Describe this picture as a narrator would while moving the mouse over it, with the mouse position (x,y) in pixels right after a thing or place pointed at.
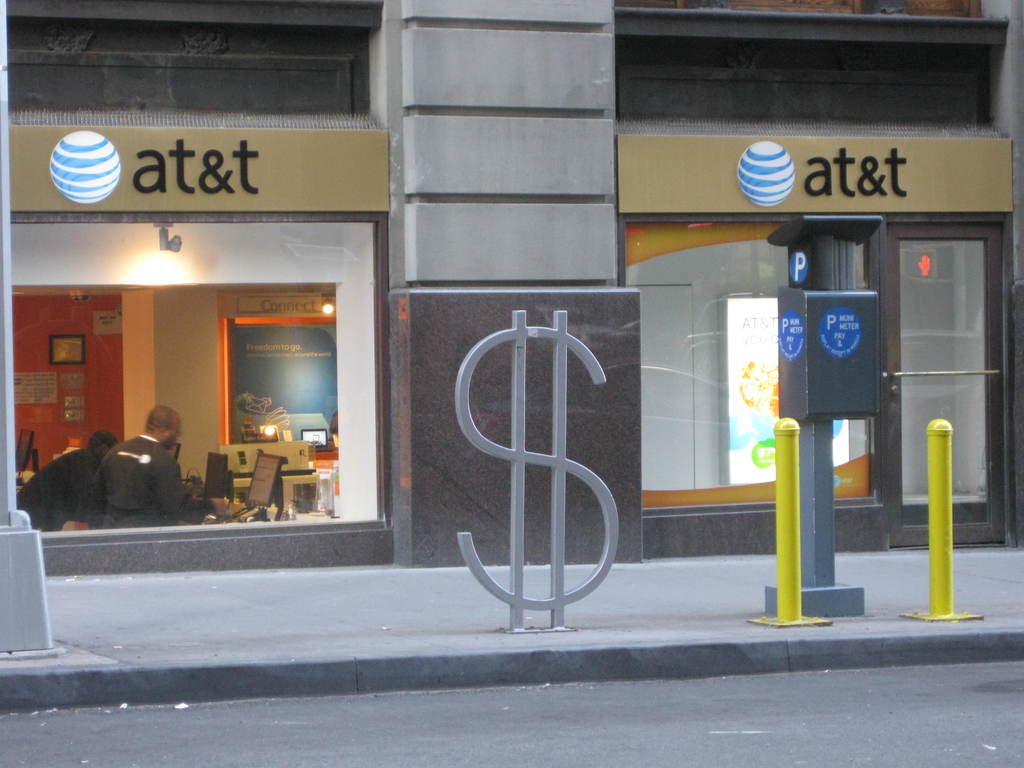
In this image I can see the road (562,722), the side walk (238,629), few yellow colored poles (795,561), a parking meter (797,409), a dollar shaped metal rods (507,593), a silver colored metal pole (46,593) on the side walk (193,603). In the background (18,29) I can see a building (307,280) and inside the building (195,345) I can see two persons (136,438) standing in front of a desk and on the desk (234,505) I can see few monitors (262,473) and I can see the orange colored wall (116,390) and few papers (49,392) and a photo frame (77,343) attached to the wall (104,363).
